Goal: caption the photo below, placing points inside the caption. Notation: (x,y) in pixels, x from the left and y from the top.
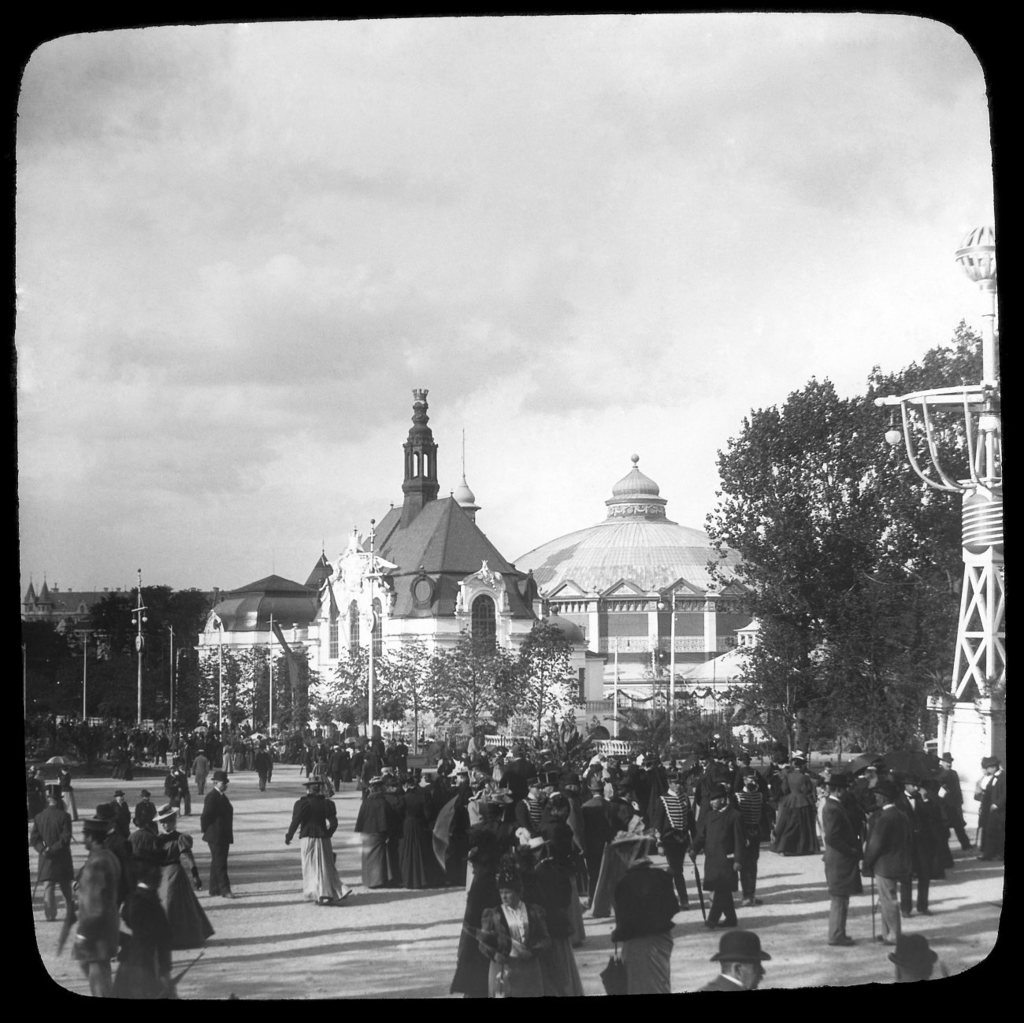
This is a black and white image and it is edited. At the bottom (218,893), I can see a crowd of people (94,818) standing on the ground (317,944). In the background (247,647) there are buildings (667,595), trees (787,613) and poles (373,720). At the top of the image (490,130) I can see the sky (302,258).
